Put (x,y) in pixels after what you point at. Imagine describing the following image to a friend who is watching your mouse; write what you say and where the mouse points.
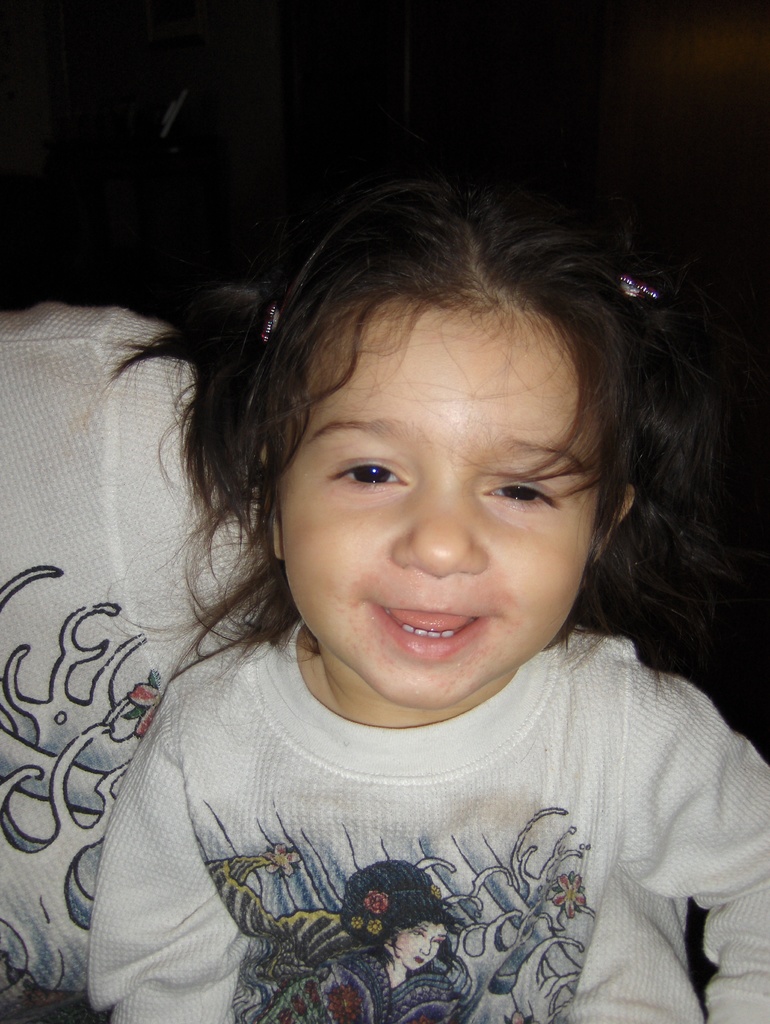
In this image I can see a girl (711,584). She is wearing a white t-shirt (499,752). The background (499,142) is black in color.
